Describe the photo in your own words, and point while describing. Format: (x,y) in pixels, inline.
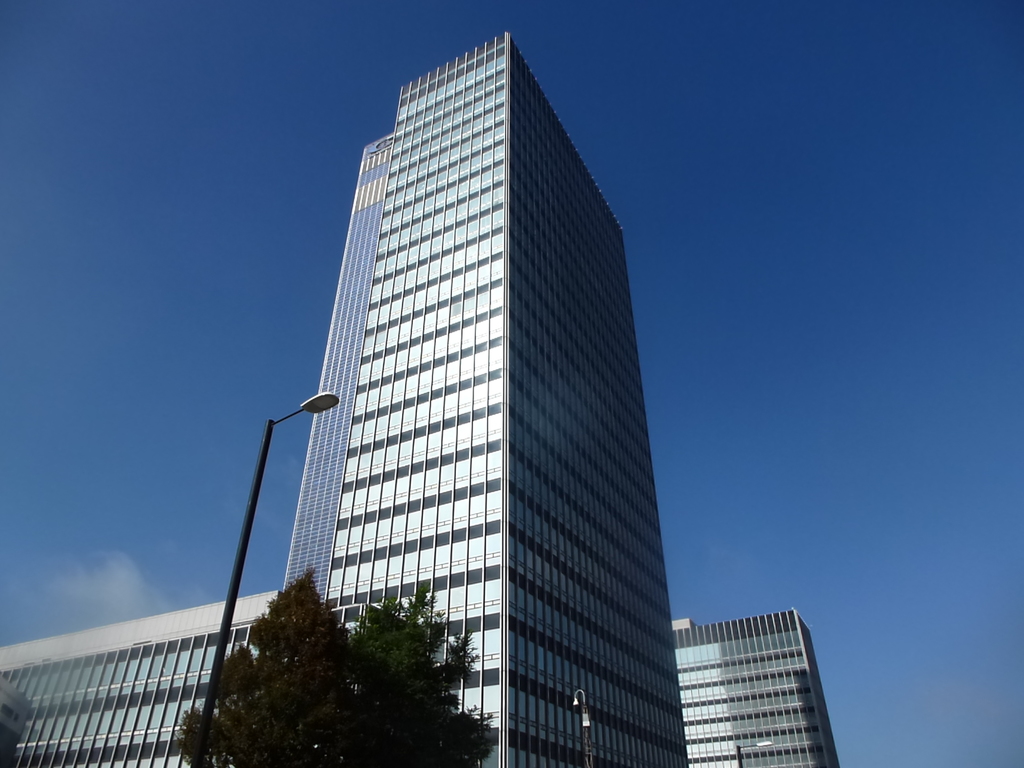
In this image, we can see the buildings (130,761), trees (387,725), street lights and the blue sky (362,96).
